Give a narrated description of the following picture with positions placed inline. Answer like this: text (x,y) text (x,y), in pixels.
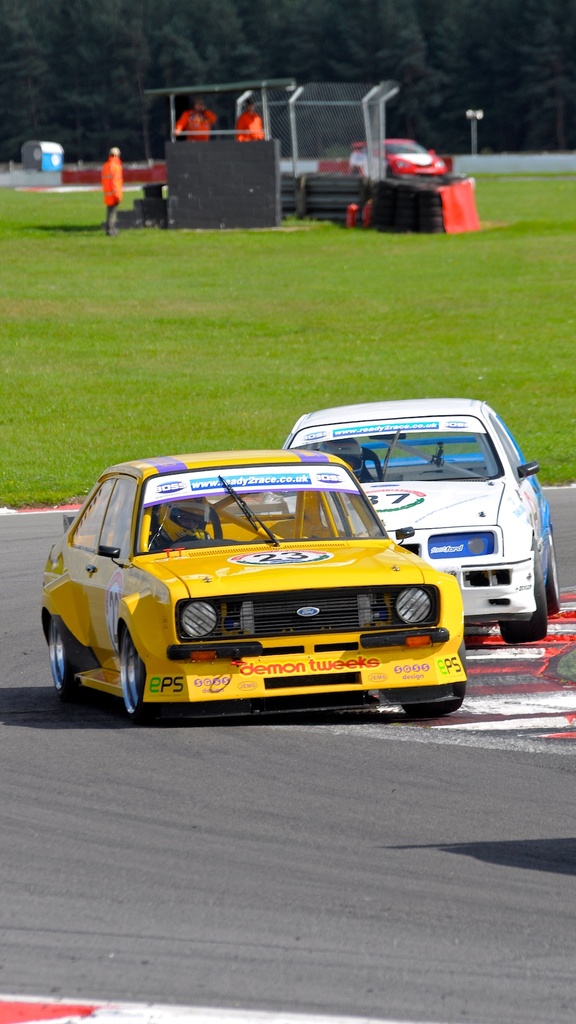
In this picture I can see three vehicles (220,480), there is grass (228,323), there are three persons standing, there are tyres (399,222) and some other items (382,121), and in the background (39,74) there are trees (233,101).
